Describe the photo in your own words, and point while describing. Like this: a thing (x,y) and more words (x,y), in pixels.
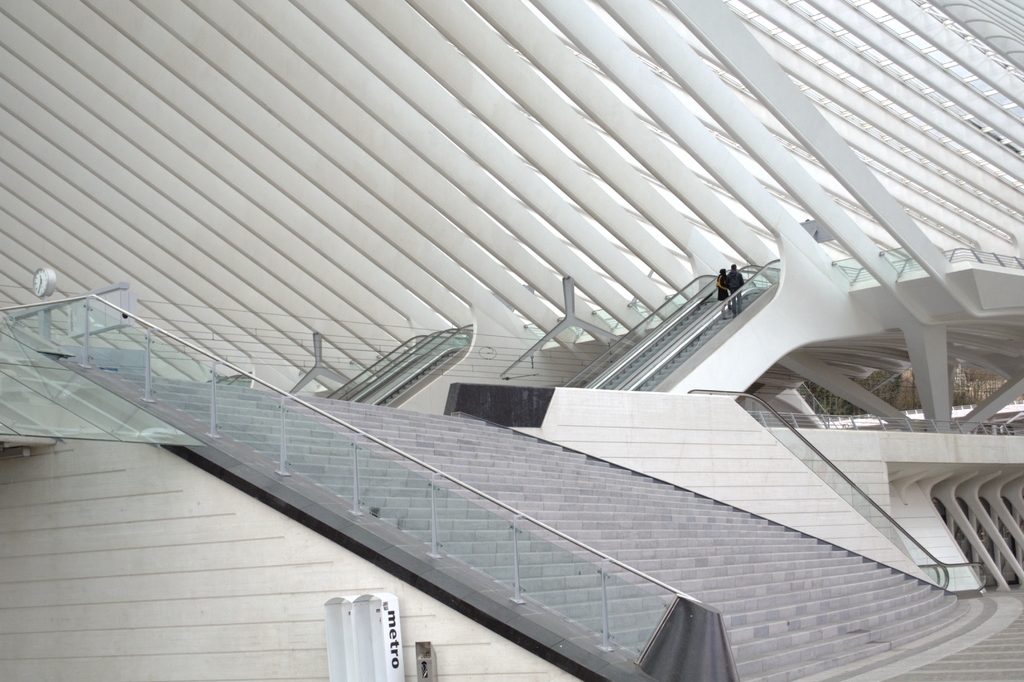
In this image we can see steps (699,548) with glass railings (302,418). Also there is a building (637,180) with pillars (568,218) and escalators (409,363). And there are two persons (736,274).
